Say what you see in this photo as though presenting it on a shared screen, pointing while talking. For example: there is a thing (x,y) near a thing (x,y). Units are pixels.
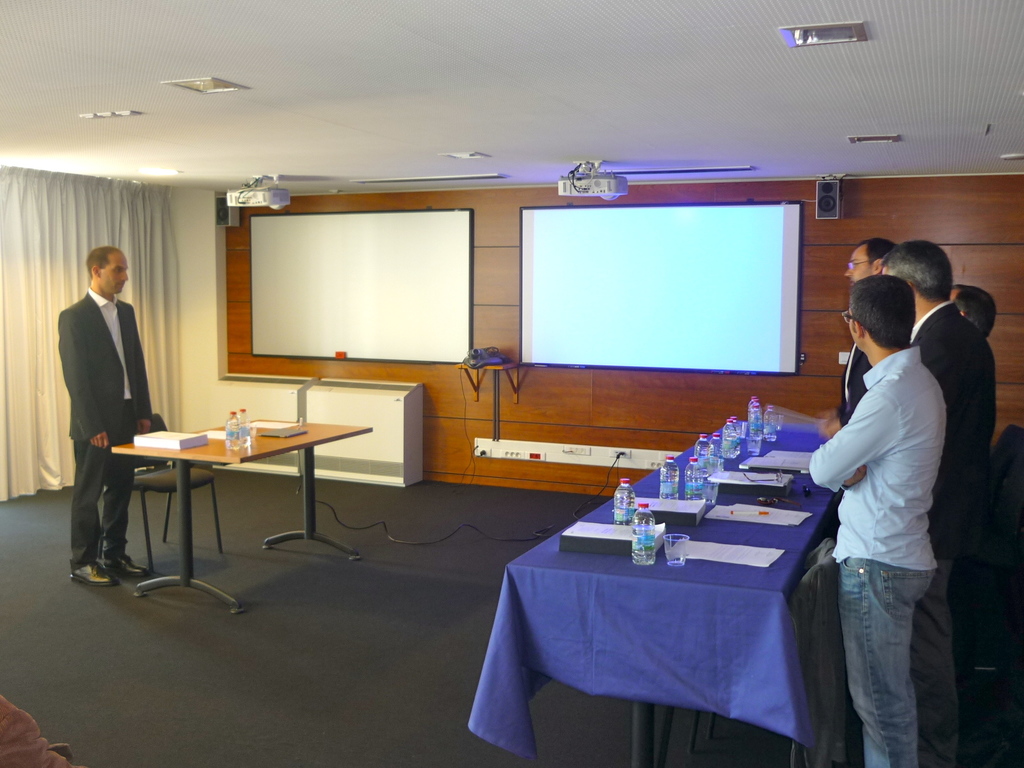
This is a picture taken in a seminar hall (307,328), there are a group of people (75,351) standing on the floor (258,663). The floor (266,663) is in black color. On the floor (353,618) there is a table (684,610), the table (684,610) is covered with a blue cloth (658,601) on the table (629,606) there is a paper (702,550), glass (670,545), bottle (641,558) and a laptop (796,468). Background of this people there is a screens (439,267). On top of this people (120,309) there is a roof (340,188) with two projectors (274,188) and a lights (883,136).
